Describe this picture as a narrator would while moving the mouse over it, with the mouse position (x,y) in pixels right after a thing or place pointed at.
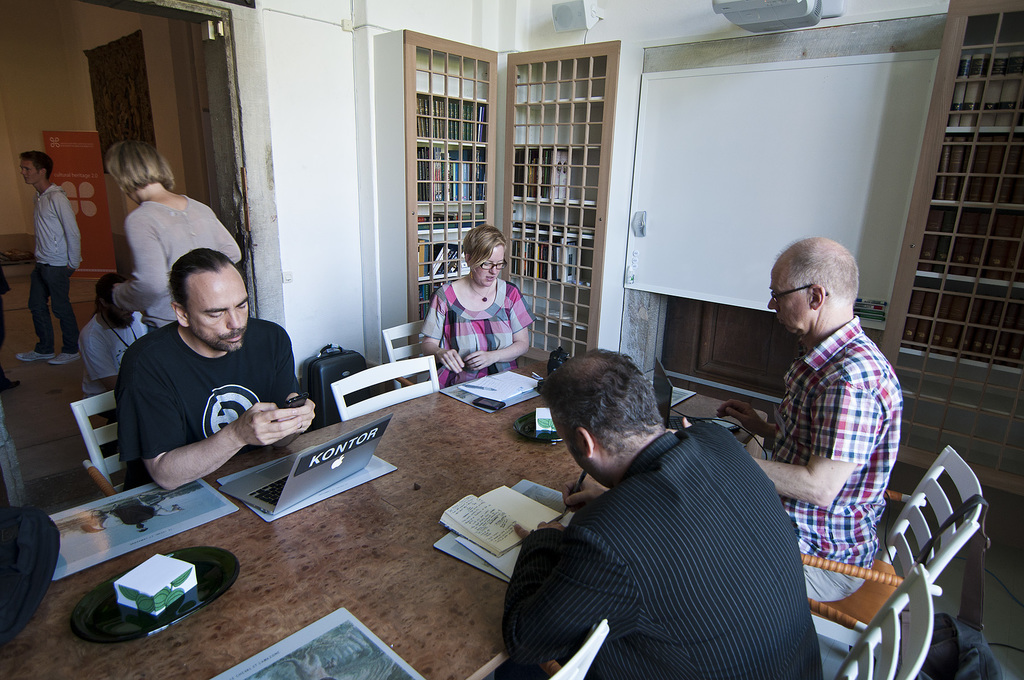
On the background (236,118) we can see wall (306,104), a banner board (90,152). We can see persons (36,221) standing. We can see few persons (183,423) sitting on chairs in front of a table (373,569) and on the table (399,479) we can see laptop (327,465), books (487,525), mobile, box (131,601) and a plate (134,613). This man (249,428) is holding a mobile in his hand (249,413). Here we can see books (484,177).
